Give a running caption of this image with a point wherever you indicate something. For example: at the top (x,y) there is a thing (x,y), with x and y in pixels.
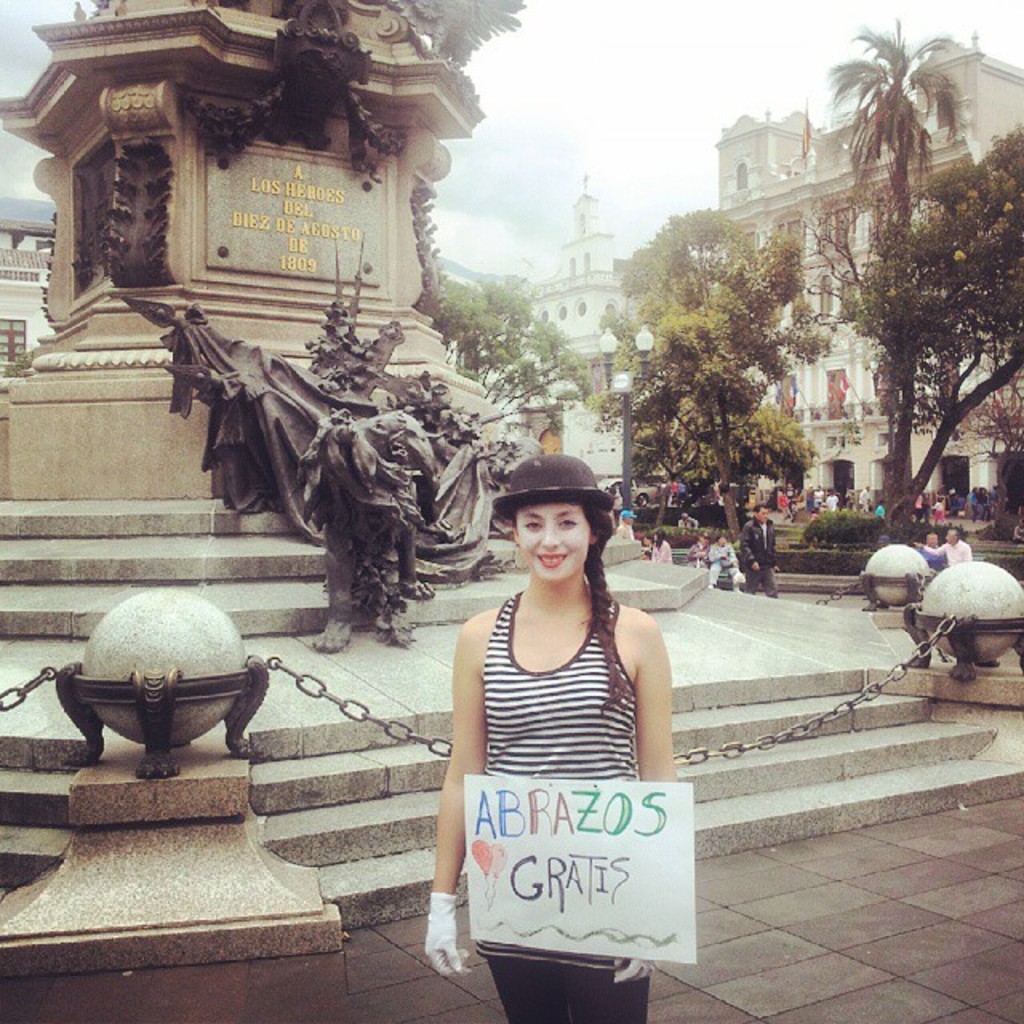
In this picture I can see buildings (574,250), trees (718,288) and I can see few people (822,492) are standing and few are walking and few are seated and I can see couple of statues (195,342) and I can see a board (340,262) with some text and I can see a woman (475,742) standing and I can see a placard (580,911) with some text (569,796) and she wore a hat (512,492) on her head (533,523) and I can see a cloudy sky (631,181).
